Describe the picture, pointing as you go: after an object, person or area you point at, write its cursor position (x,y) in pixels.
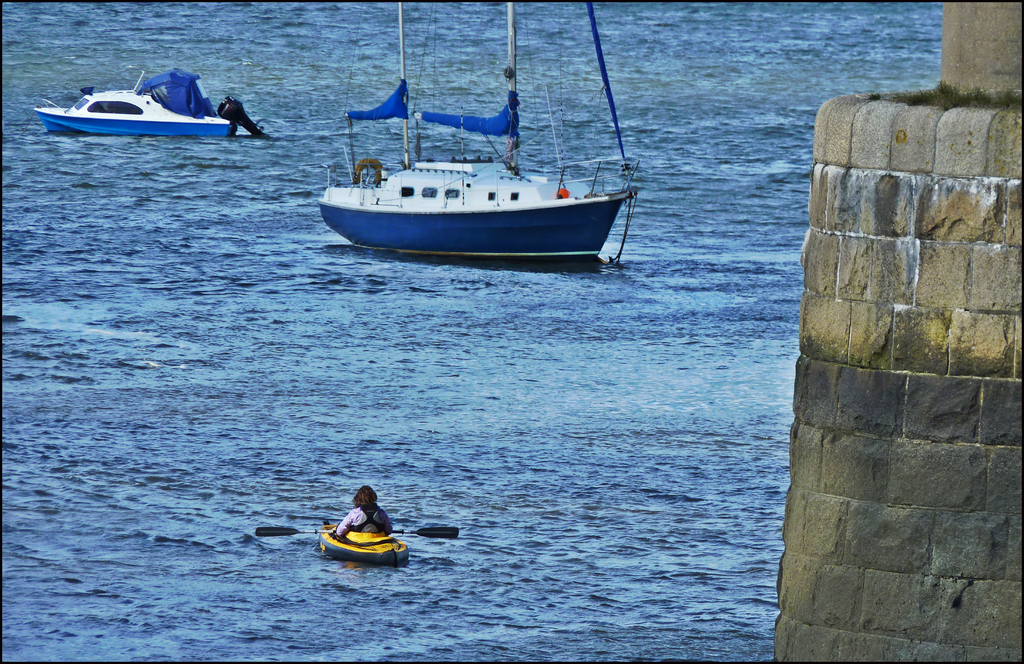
In the image there are two boats (143,100) and a ship (453,182) sailing on the water surface (339,395) and beside that there is a tower (849,195) made up of bricks (915,510).
